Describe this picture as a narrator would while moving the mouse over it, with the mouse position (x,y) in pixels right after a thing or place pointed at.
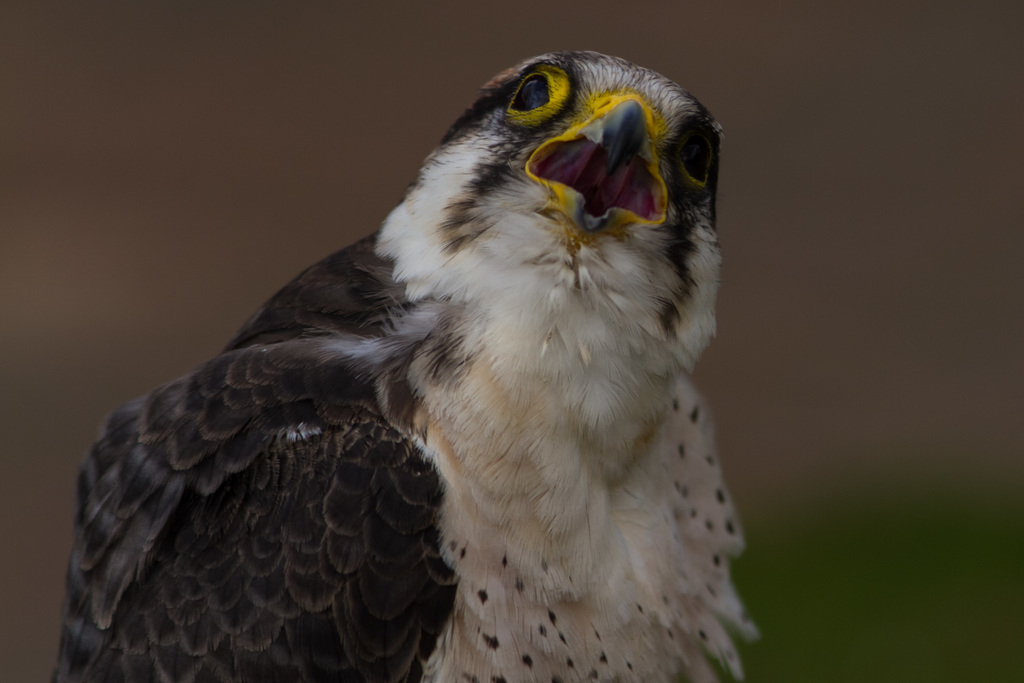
In the image there is a hawk bird (290,499) with black and white features. There are yellow borders (611,102) to the eyes (528,109) and nose (605,115). There is a blur background (837,94).
